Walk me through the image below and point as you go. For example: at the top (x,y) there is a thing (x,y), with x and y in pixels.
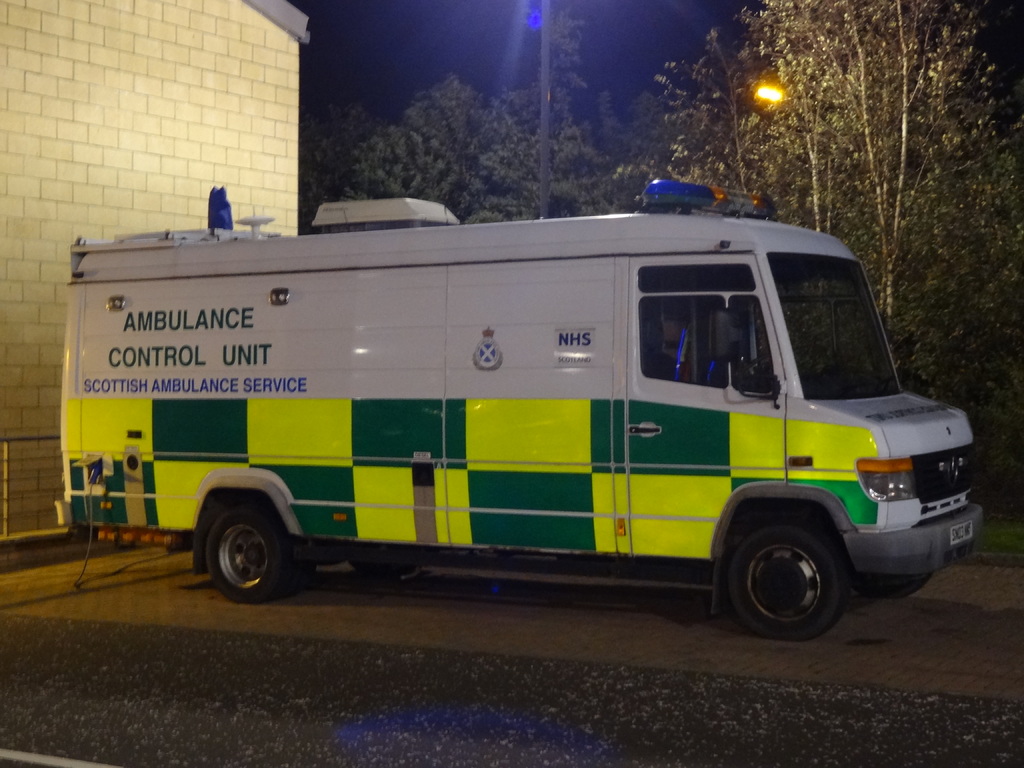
It is an ambulance (524,404) in white color, on the left side (147,202) it is a hospital (118,138). There are trees (645,138) in the middle of an image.
